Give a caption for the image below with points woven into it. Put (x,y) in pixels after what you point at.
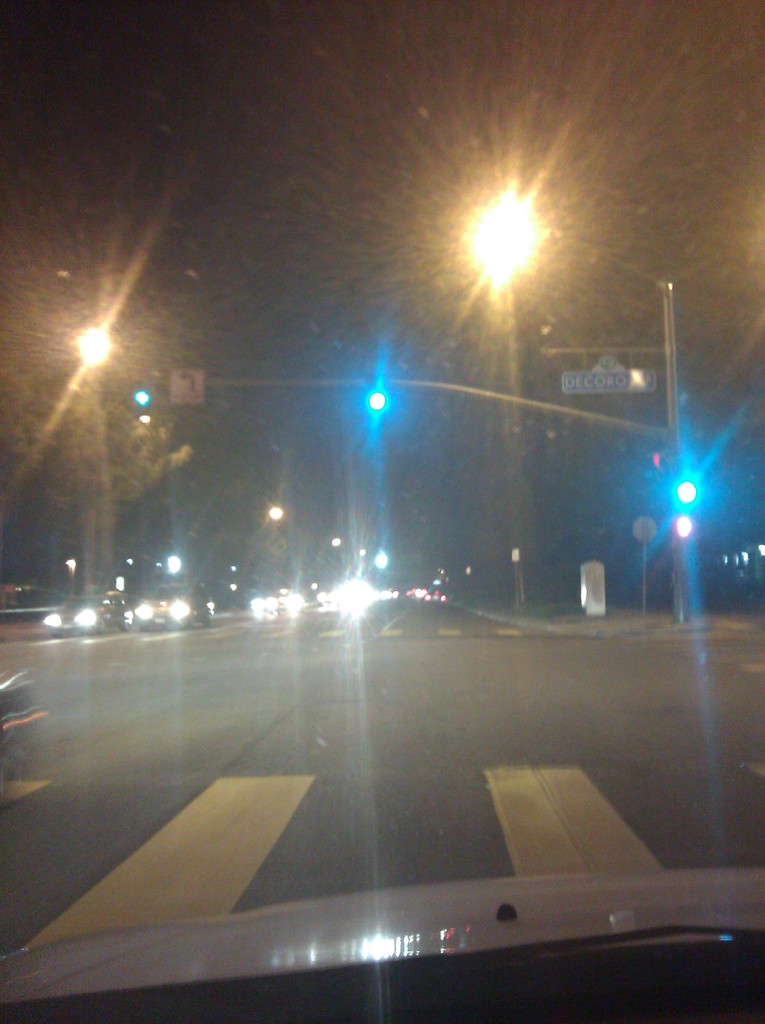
Here we can see a vehicle front glass (353,490). Through this glass (52,239) we can see the vehicles (50,615) on the road (221,728), street lights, poles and on the right side (572,389) there is a small board (590,389) attached to a pole (680,542).
